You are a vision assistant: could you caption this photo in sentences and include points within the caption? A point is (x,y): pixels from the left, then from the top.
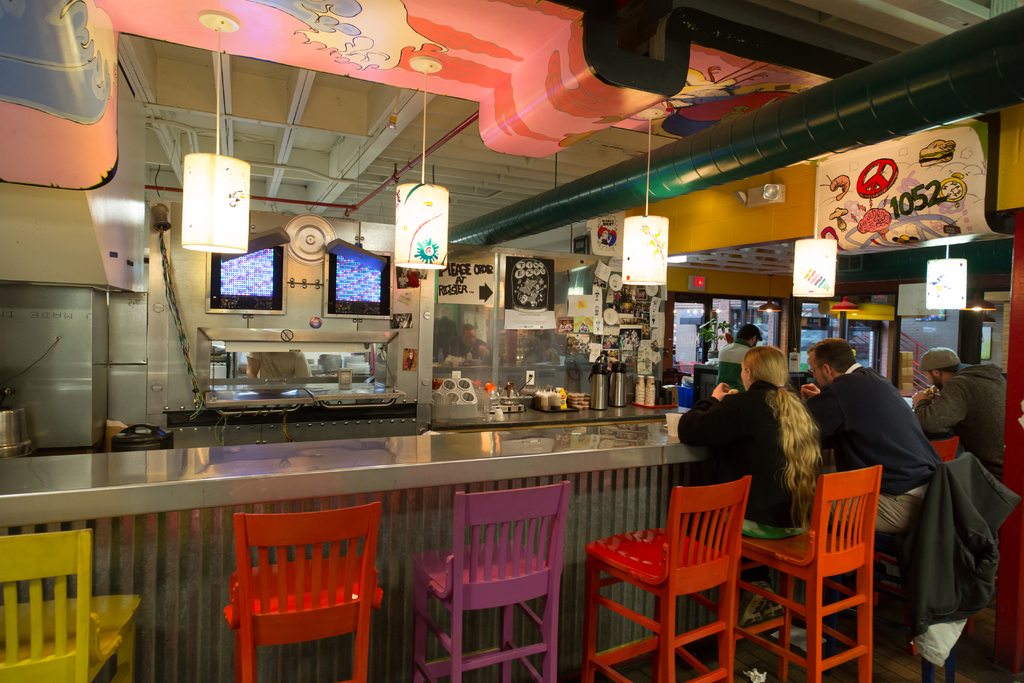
In this image we can see inside of a store (505,447). There are few people (915,466) are sitting on the chair (774,542) near a table (223,456). There are many objects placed on the table (554,420). There are many lamps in the image. There is an entrance (809,330) of the store (727,325) in the image.
